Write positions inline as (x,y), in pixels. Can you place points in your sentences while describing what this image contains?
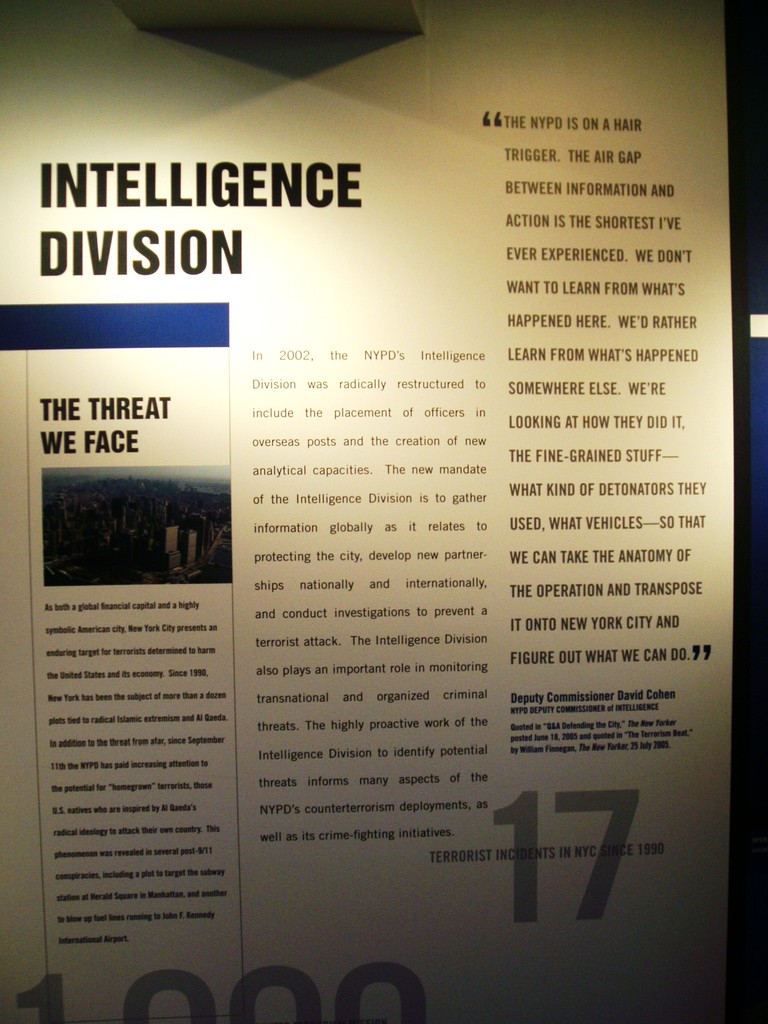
This picture shows text (54,1003) on the paper (334,244).
